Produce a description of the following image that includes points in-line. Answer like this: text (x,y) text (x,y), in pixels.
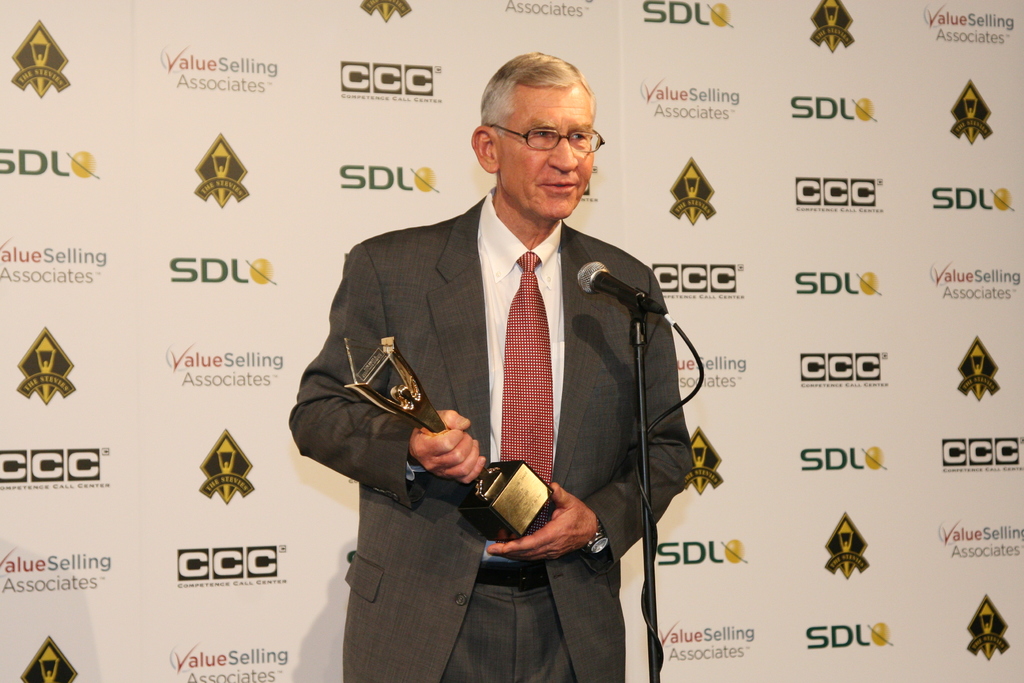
In this image we can see a man (666,376) standing in front of a mike (633,296) and holding a trophy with his hands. He wore spectacles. In the background (430,123) we can see a hoarding (874,263).
